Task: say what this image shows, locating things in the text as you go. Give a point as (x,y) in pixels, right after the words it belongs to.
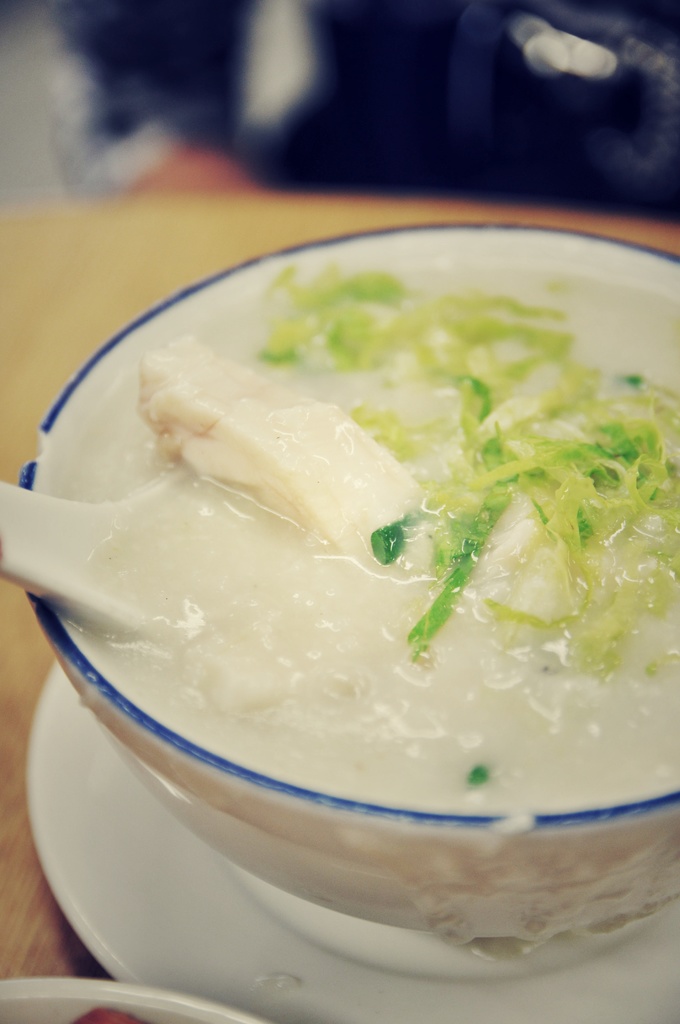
In the foreground of the image (299,289) there is a bowl (354,857) with food items (332,593). There is a spoon (92,528). There is a plate (111,881). At the bottom of the image (31,947) there is table (46,886). In the background of the image (651,195) there is a person (303,100).
